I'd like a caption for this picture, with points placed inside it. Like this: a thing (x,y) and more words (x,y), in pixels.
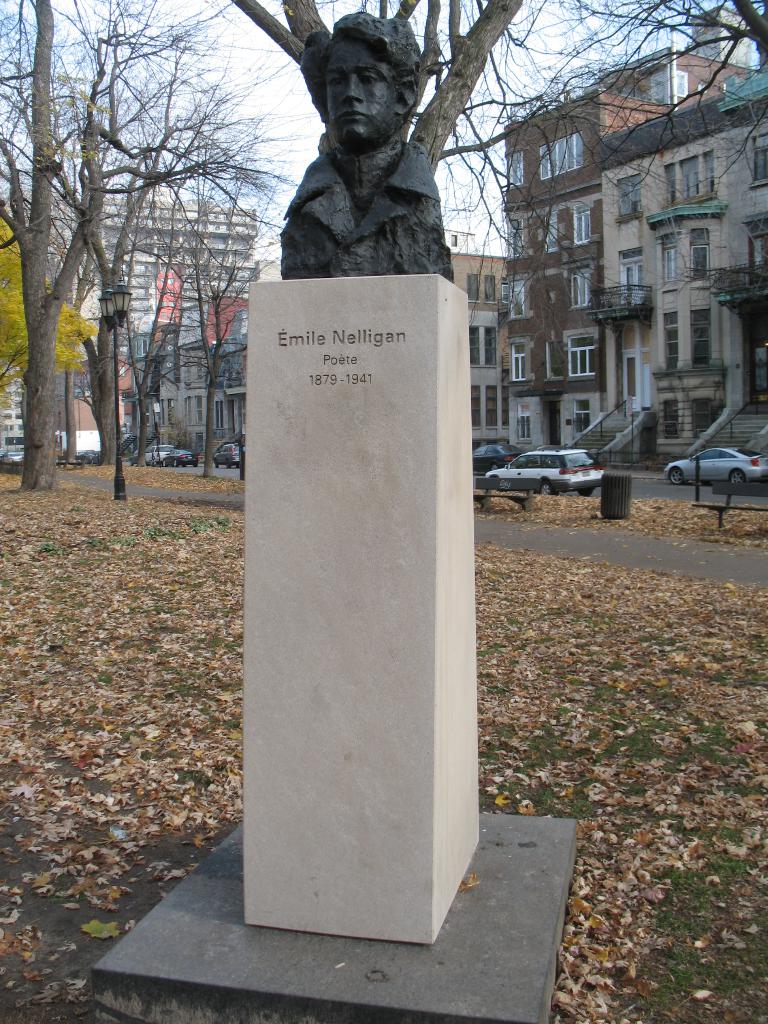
In this image I can see few buildings (647,364), windows (672,413), trees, stairs (626,444), fencing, statue (422,427), few vehicles (480,455) and few brown color leaves (155,683) on the road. I can see the sky (308,119).
